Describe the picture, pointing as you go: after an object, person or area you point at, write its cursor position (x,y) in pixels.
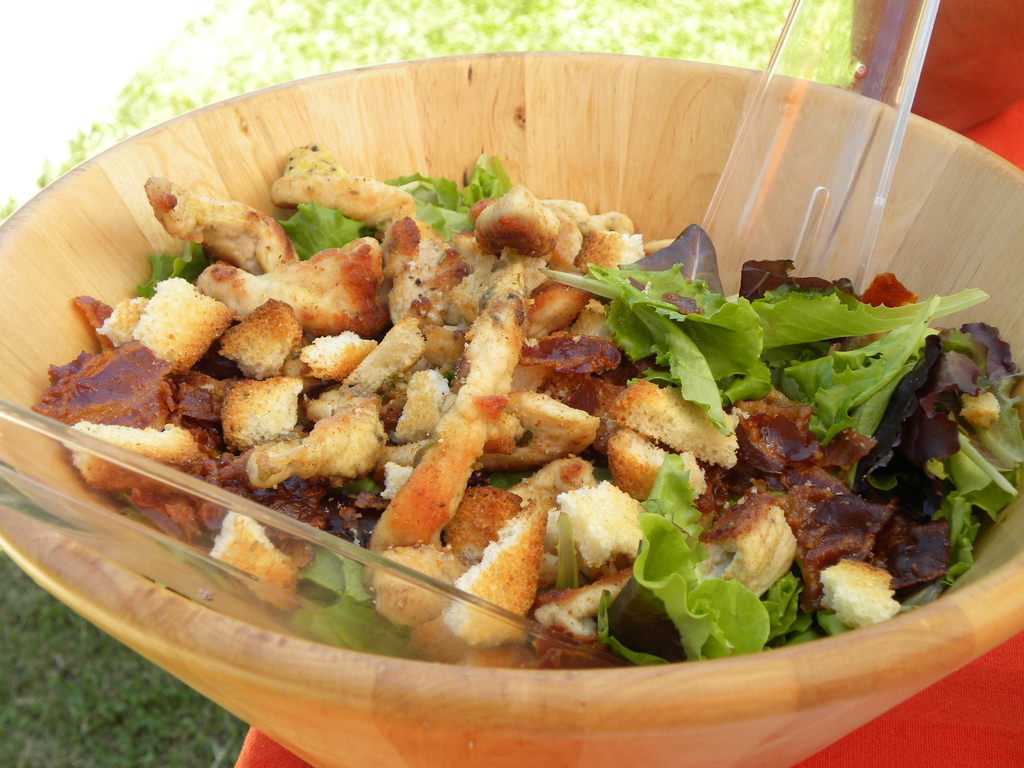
In a wooden bowl (827,724) we can see lettuce (702,369) and spoon (831,195). This bowl (888,689) is kept on the orange cloth (1002,752). In the bottom left corner (136,718) we can see the grass (120,704).
